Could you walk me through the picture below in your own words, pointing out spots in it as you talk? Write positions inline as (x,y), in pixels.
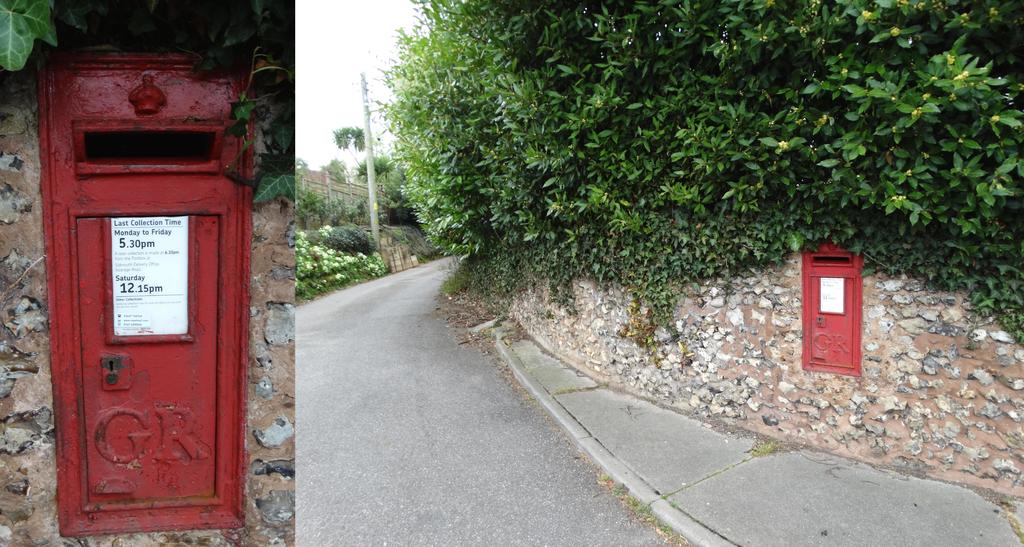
In the image there is a road (463,352) in the middle (445,333) with plants (575,216) on either side, on the left side (79,396) there is a postbox (66,128) on the wall (290,507).
